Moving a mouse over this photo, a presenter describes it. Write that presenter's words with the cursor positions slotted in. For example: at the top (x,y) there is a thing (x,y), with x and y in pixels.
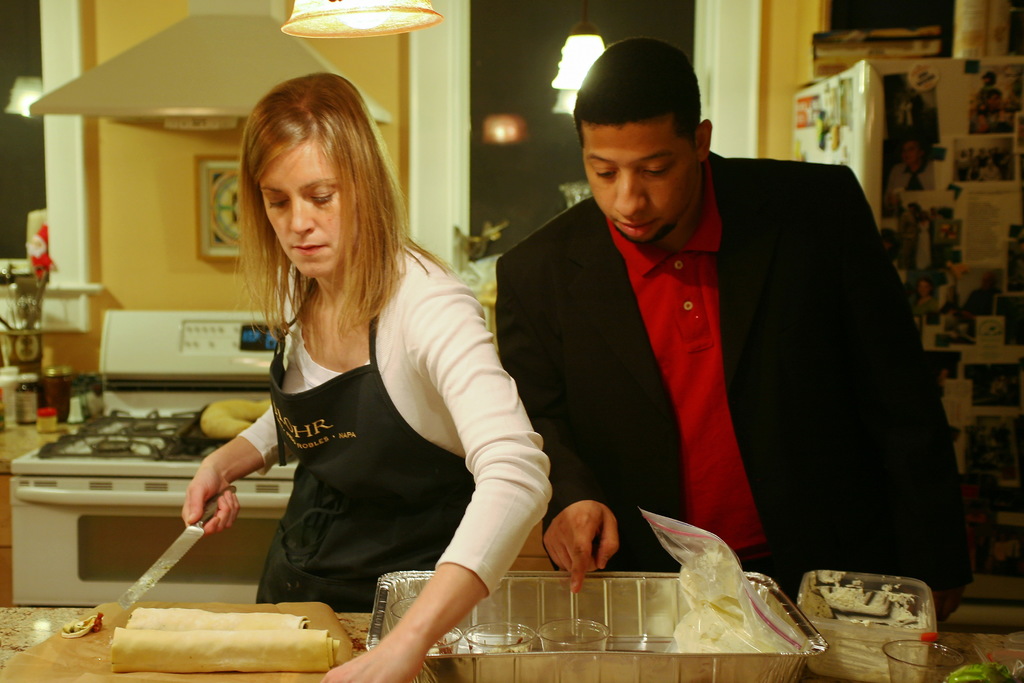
As we can see in the image there is a wall (100,38), two people (302,335) standing in the front (505,330), table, gas stove (145,451) and lights (588,37). On table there is a tray (582,599), glasses (594,623) and box (868,614). The man (774,357) on the right side (748,376) is wearing black color jacket (752,387) and the woman (400,313) is wearing white color dress (408,334).
